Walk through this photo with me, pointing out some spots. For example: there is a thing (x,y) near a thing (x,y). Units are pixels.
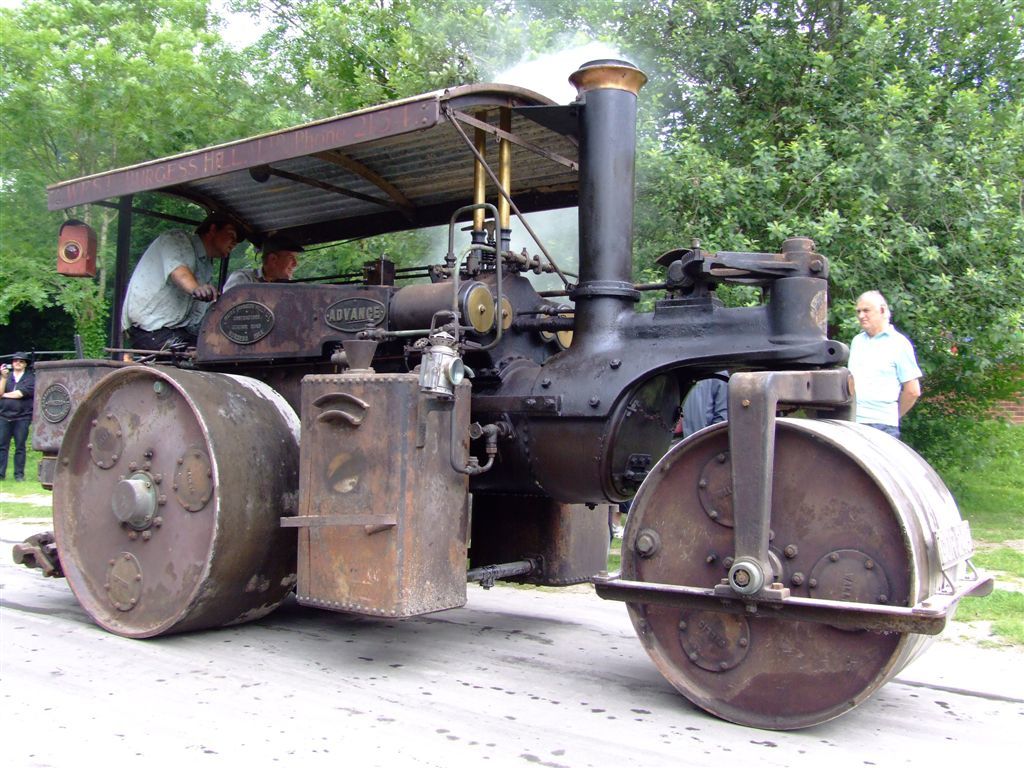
In the center of the image (541,463) there is a road roller (187,438) and we can see people (252,272) sitting in it. In the background (896,405) there are people (2,401) standing. At the bottom (294,691) there is a road (494,755) and we can see trees (816,134).
